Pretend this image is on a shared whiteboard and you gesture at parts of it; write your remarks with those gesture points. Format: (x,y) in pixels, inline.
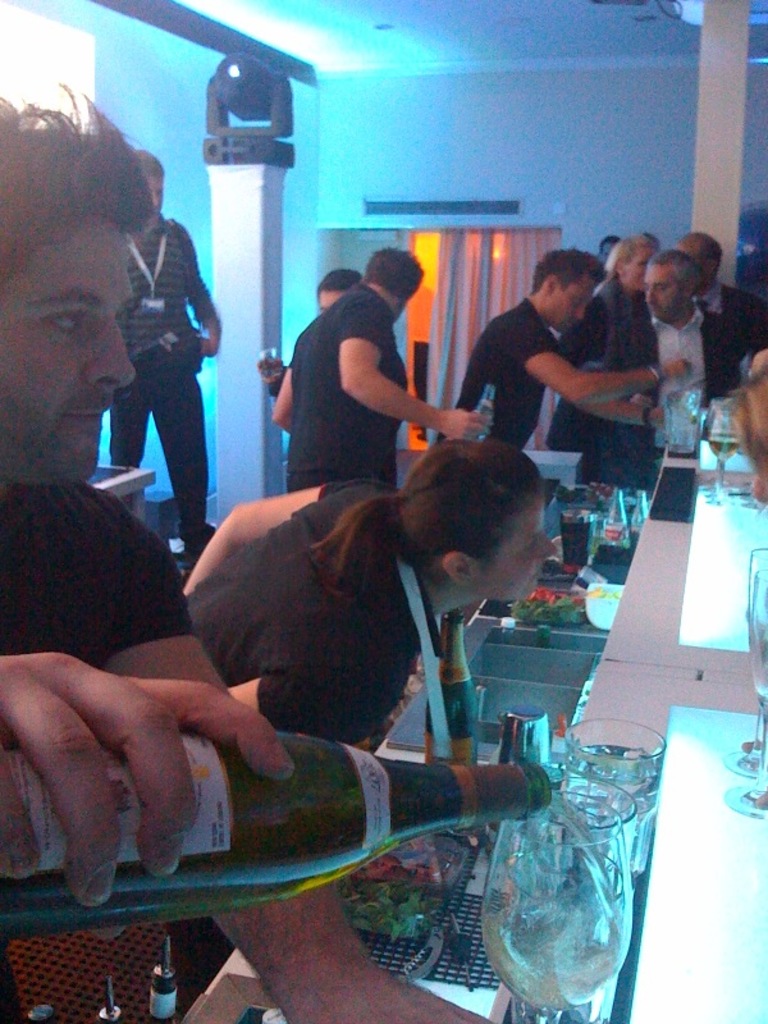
In the center of the image (435,502) we can see a few people (333,517) are standing and they are in different costumes (133,610). Among them, we can see a few people (78,604) are holding bottles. In front of them, we can see one table (690,740). On the table (723,745), we can see wine glasses (766,582), bottles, containers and a few other objects (629,569). In the background (502,154) there is a wall (549,156), curtain (526,273), one table (127,469), lights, pillars (697,194) and a few other objects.
